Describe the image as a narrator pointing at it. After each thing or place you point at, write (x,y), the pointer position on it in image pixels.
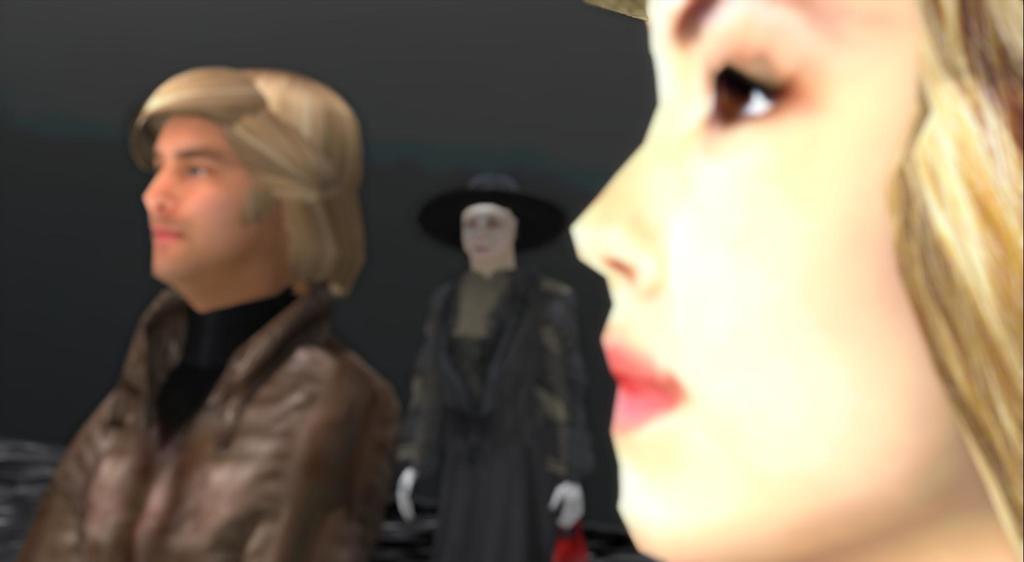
This picture looks like animated image. On the right (905,469) we can see a woman's face (883,294). In the center (456,358) there is a woman (454,309) who is wearing black dress (482,347). On the left (319,232) there is a man (320,215) who is wearing jacket (220,468).
